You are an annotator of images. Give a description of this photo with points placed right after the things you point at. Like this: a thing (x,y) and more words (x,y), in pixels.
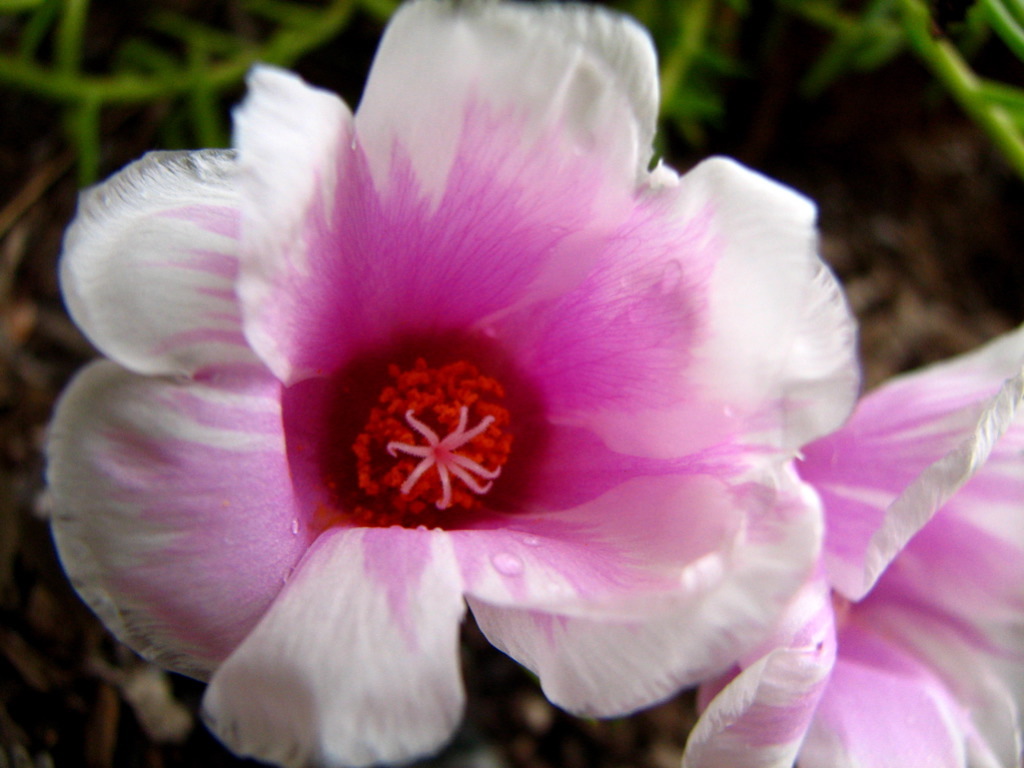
This picture contains flowers (673,473). These flowers (690,469) are in white and pink color. In the background (813,79), we see plants (65,91). It is blurred in the background (881,195).
